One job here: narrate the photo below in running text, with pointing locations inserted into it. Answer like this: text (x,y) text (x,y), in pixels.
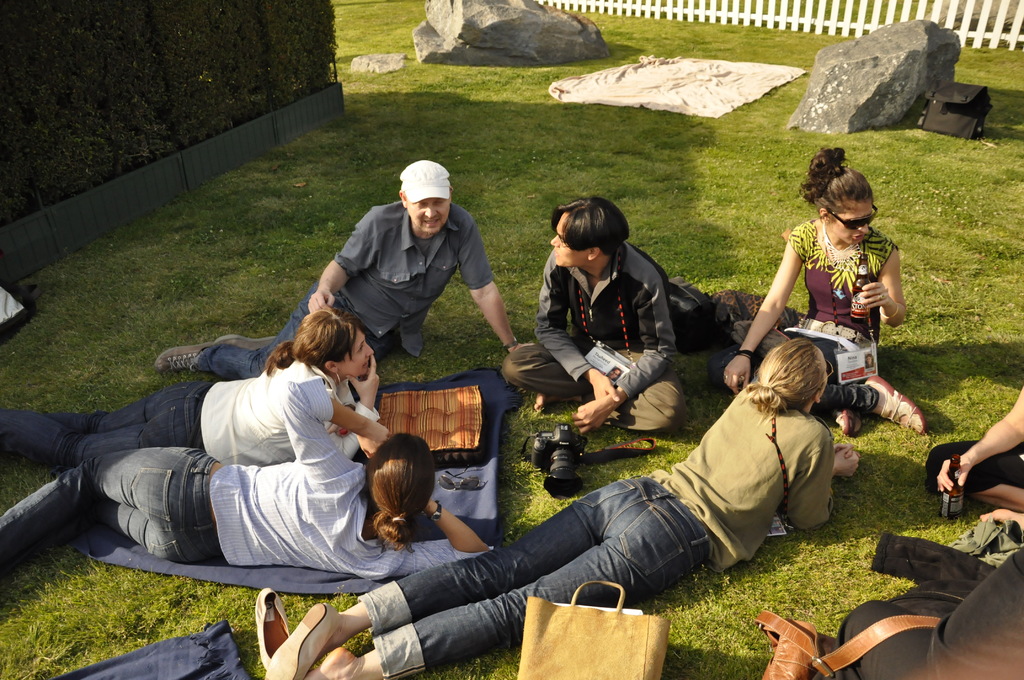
In the picture we can see some people (386,480) are sitting on the grass (52,317) and some are lying and we can see the camera (572,468), cloth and in the background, we can see some box shaped plant (327,81) and two rocks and a cloth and in the background (785,2) we can see a railing (750,7) which is white in color.
